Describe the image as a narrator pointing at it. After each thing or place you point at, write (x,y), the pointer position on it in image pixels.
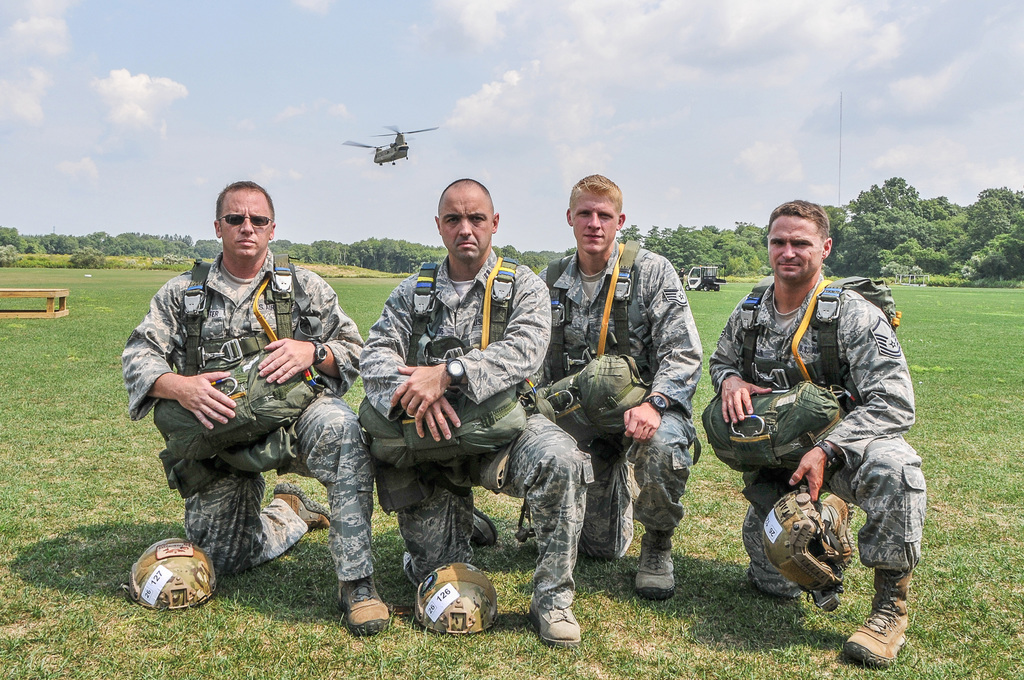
In this image I can see there are few persons (224,416) sitting on squat positions and they are wearing a gray color shirts (450,268) and holding green color bags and in the background (132,90) I can see the sky (132,90) and a flight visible in the air (397,171) and I can see trees (120,235) at the top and I can see a bench (60,305) visible on the left side (11,303).
